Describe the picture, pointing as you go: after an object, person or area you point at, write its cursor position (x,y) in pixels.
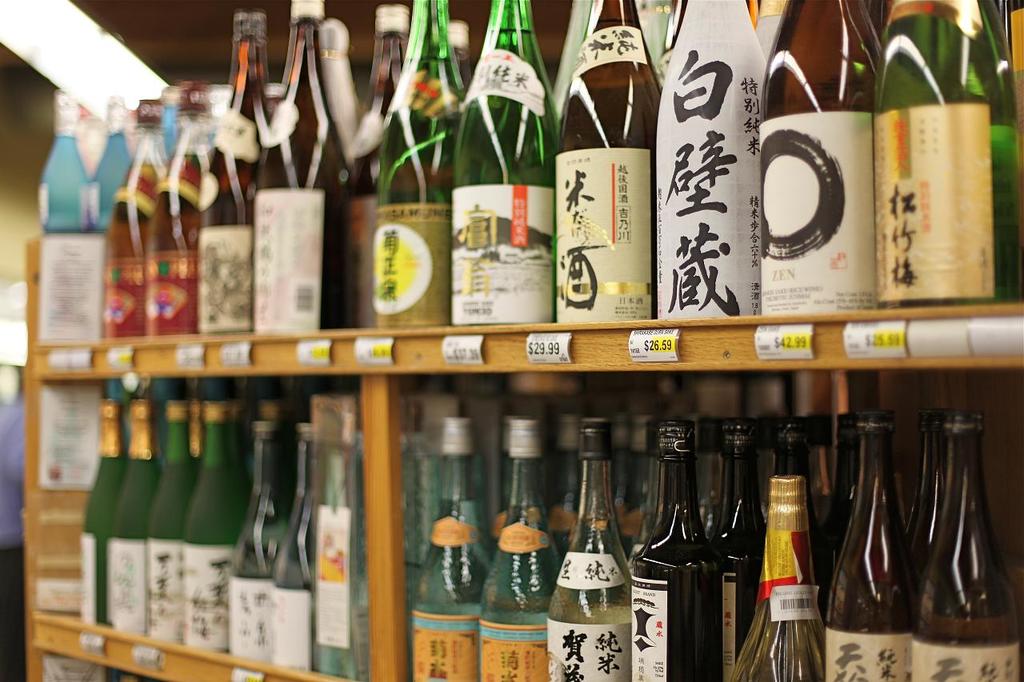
As we can see in the image, there is a rack (862,469) filled with bottles (452,128) and the bottles (295,110) are arranged in a sequence manner.
